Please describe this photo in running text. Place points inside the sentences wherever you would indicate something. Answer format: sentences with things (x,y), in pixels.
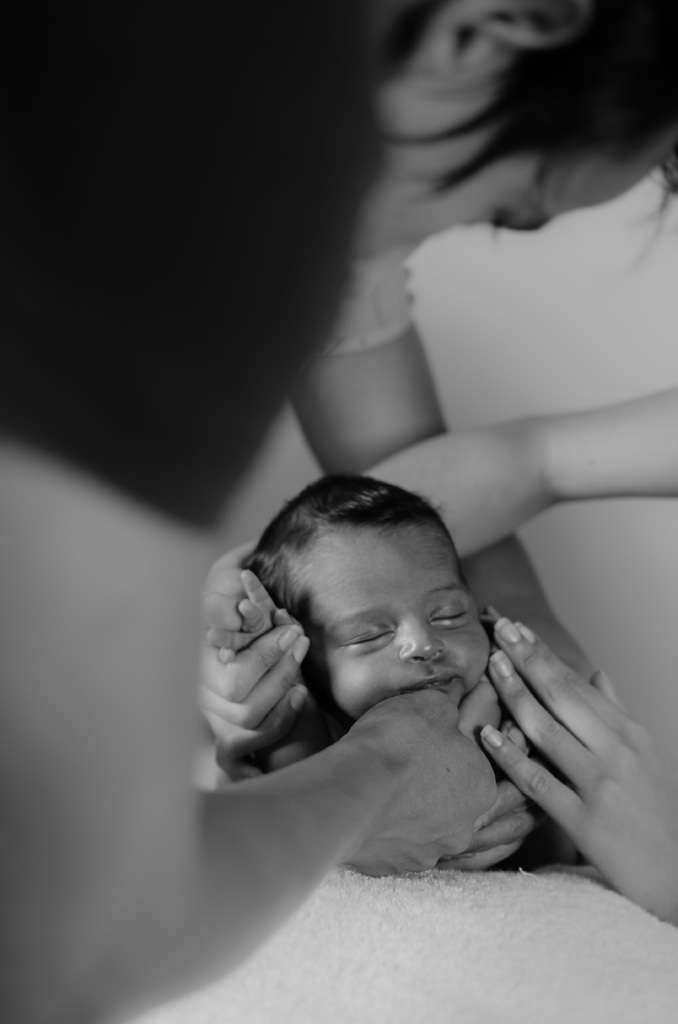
Girl (269,312) in black t-shirt (210,159) is holding the baby (383,657) in her hands (349,851). Behind her, we even see two other women (506,589) are also holding the same baby (512,728). At the bottom of the picture (406,980), we see towel (397,975) and this picture is a black and white picture.
